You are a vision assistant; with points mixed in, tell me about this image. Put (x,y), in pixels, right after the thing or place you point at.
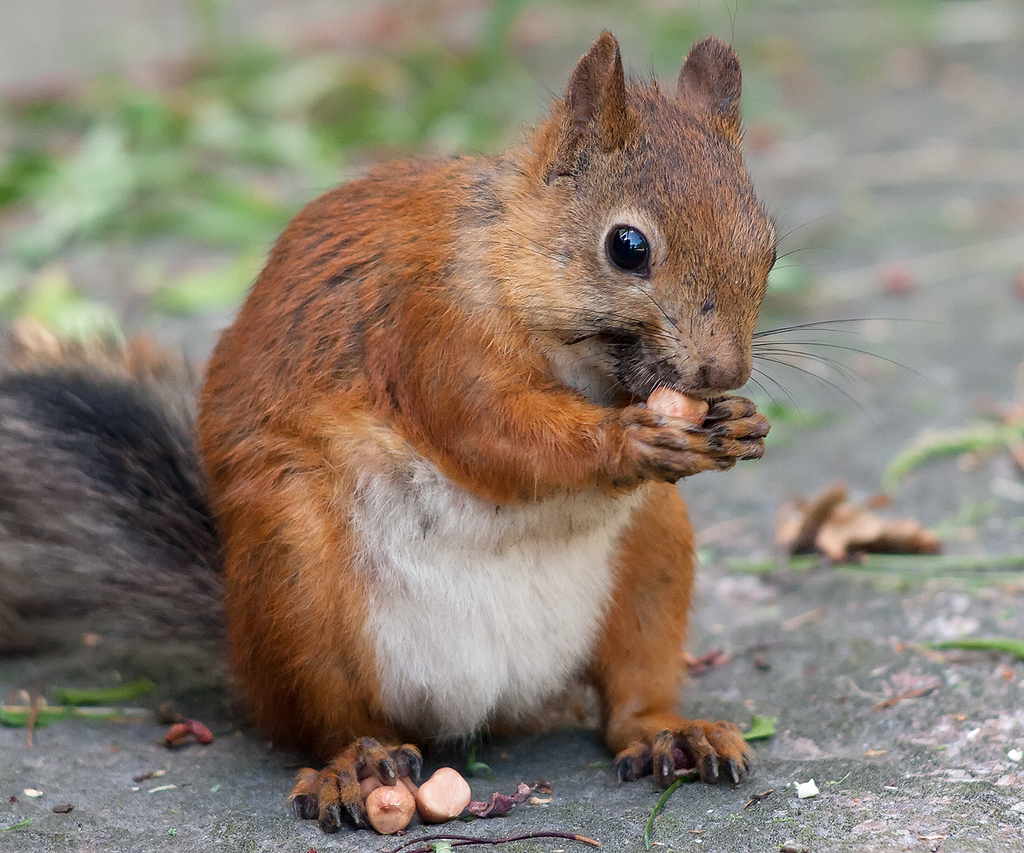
This image is taken outdoors. At the bottom of the image (825,713) there is a road (866,343). In the middle of the image (633,444) there is a squirrel (302,407). The squirrel (503,530) is eating nuts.
